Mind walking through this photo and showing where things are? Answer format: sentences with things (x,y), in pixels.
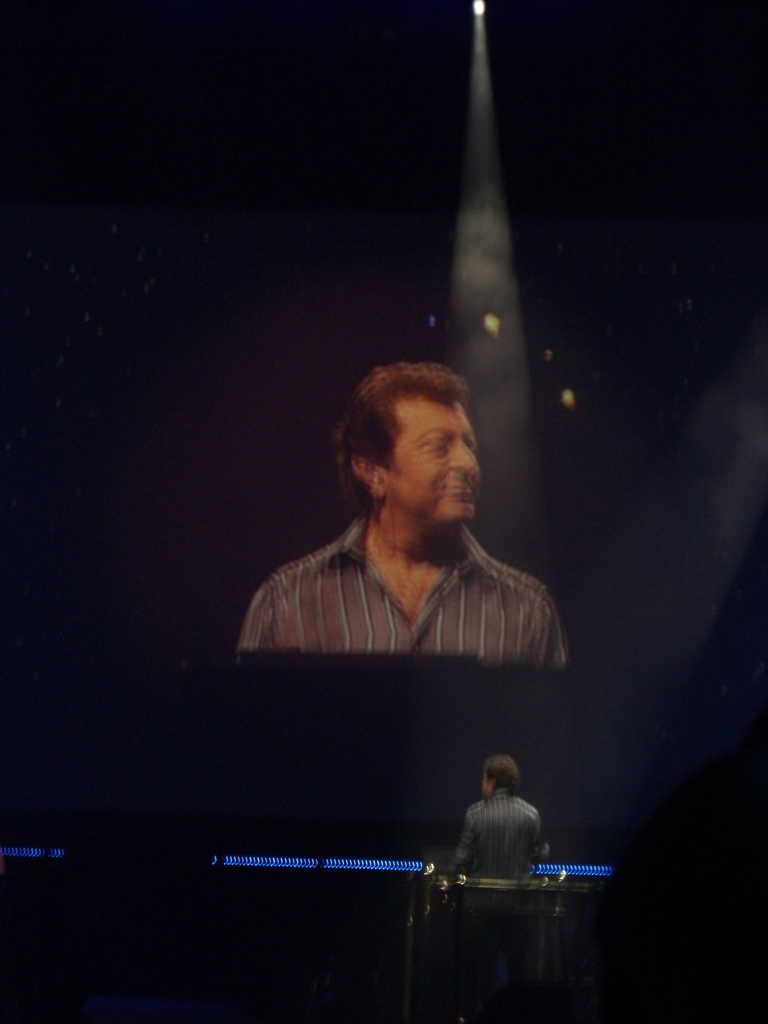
In this picture we can see a person (520,863) in the front (494,788), in the background (492,621) there is a screen (506,450), we can see another person (445,589) on the screen (421,570), there is a light (484,47) at the top of the picture (480,27).
